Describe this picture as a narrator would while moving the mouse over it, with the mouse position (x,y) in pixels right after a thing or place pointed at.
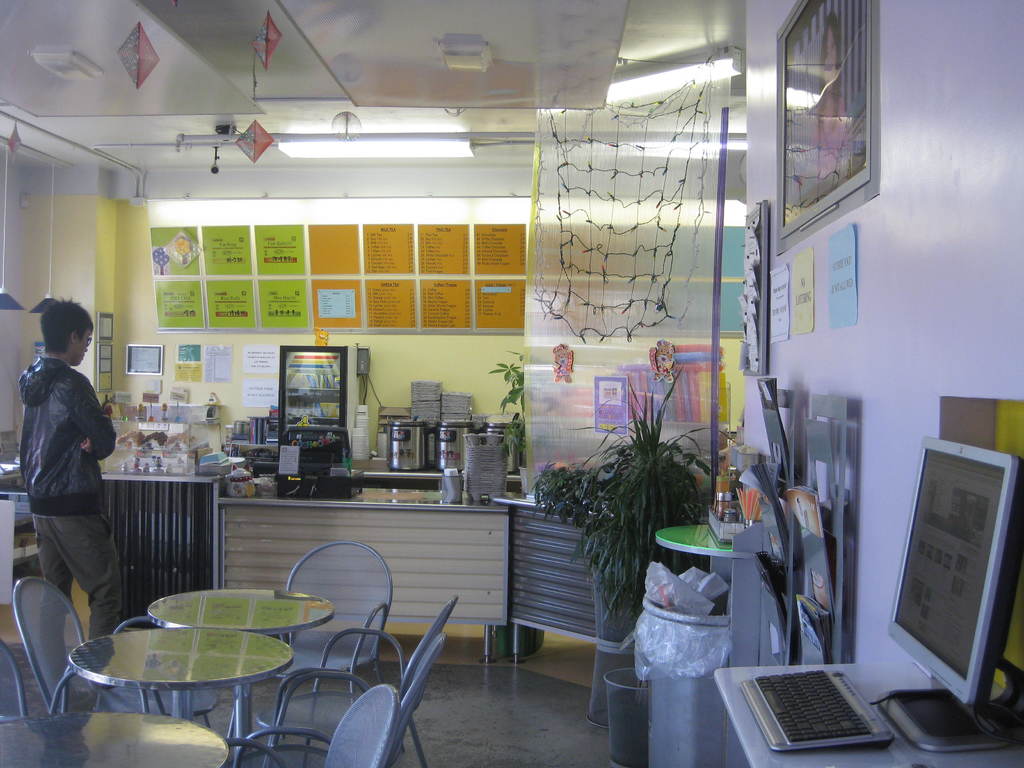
In this image there is a person (84,439) standing, behind the person (84,439) there are tables (169,677) and chairs (317,657), in front of the person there are some objects (287,437) on the counter (198,484), behind the counter (161,576) on the platform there are some other objects (313,372), behind the platform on the wall (355,342) there are menu boards (339,254), at the top of the image (326,141) there are lamps (307,142) and some decorative items (257,125) hanging. On the right side of the image (909,550) there is a monitor (912,594), keyboard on a platform (811,698), beside that there are some posters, magazines (762,506) on the holder (831,586) and photo frames (778,127) on the wall (910,49), in front of them there is a trash can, beside the trash can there is a plant (617,447), behind the plant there is a net (594,251), behind the net (561,276) there are some objects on the platform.
